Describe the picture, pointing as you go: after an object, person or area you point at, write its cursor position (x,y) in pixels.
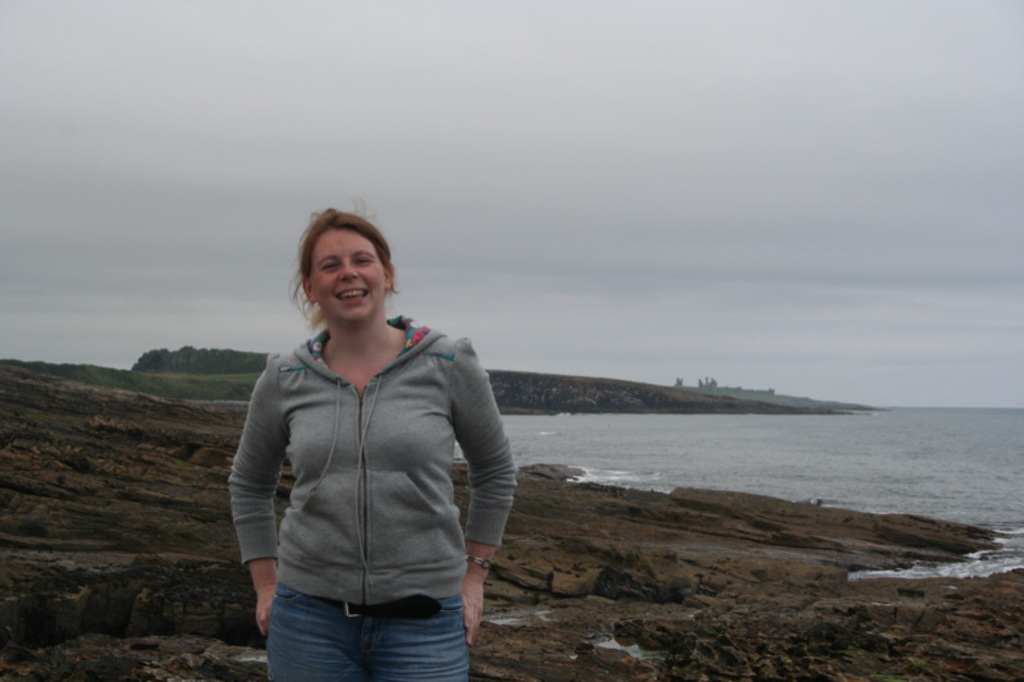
In this image I can see a person (384,396) standing and wearing ash coat (406,536) and jeans (458,639). Back I can see trees (228,364), water (852,448) and a rock (671,564). The sky (581,256) is in white and blue color.
